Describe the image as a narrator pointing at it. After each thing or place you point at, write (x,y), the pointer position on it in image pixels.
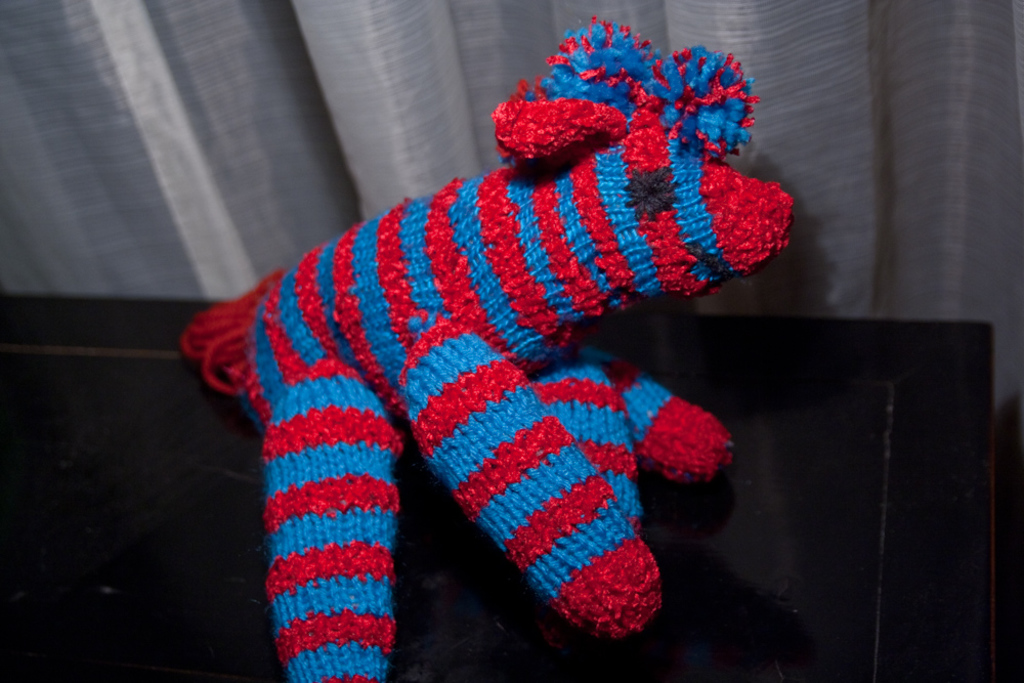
In this image I can see an object (488,348) which is blue, red and black in color on the black colored object (189,500). In the background (176,121) I can see ash colored curtain (863,156).
